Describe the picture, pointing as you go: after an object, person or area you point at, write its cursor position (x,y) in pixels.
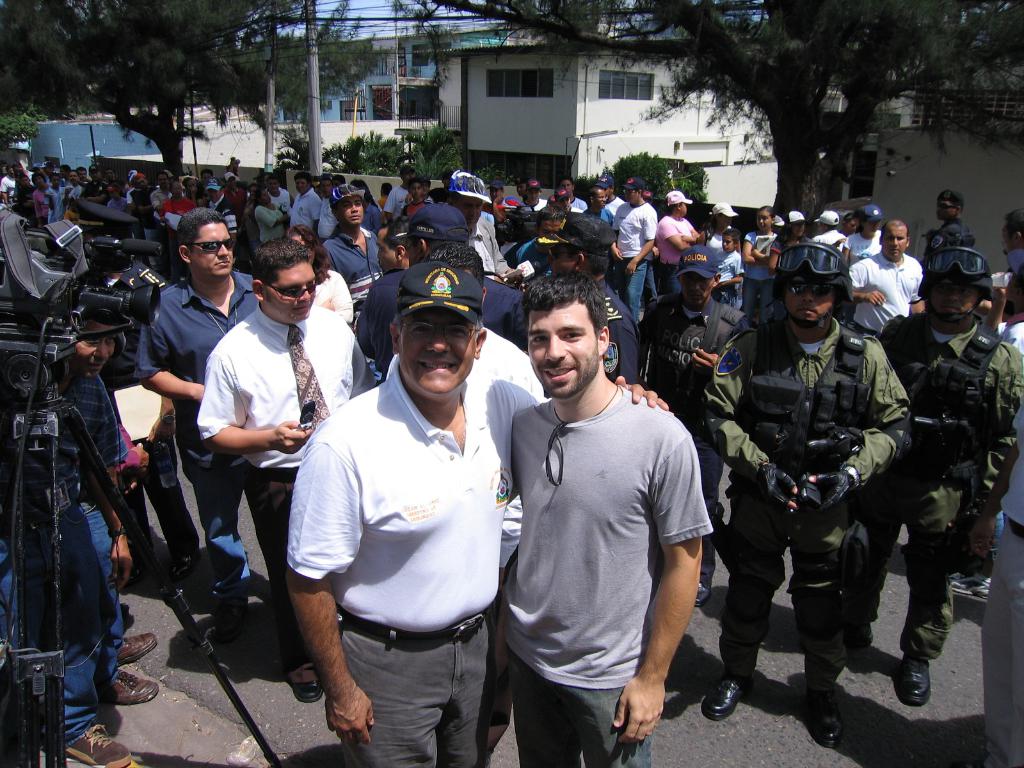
In the foreground (590,553) we can see two men (581,360) standing on the road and they are smiling. In the background (640,373), we can see a group of people (265,313) on the road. Here we can see a camera (92,254) with stand (52,552) on the left side (119,308). In the background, we can see the buildings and trees (787,122).
